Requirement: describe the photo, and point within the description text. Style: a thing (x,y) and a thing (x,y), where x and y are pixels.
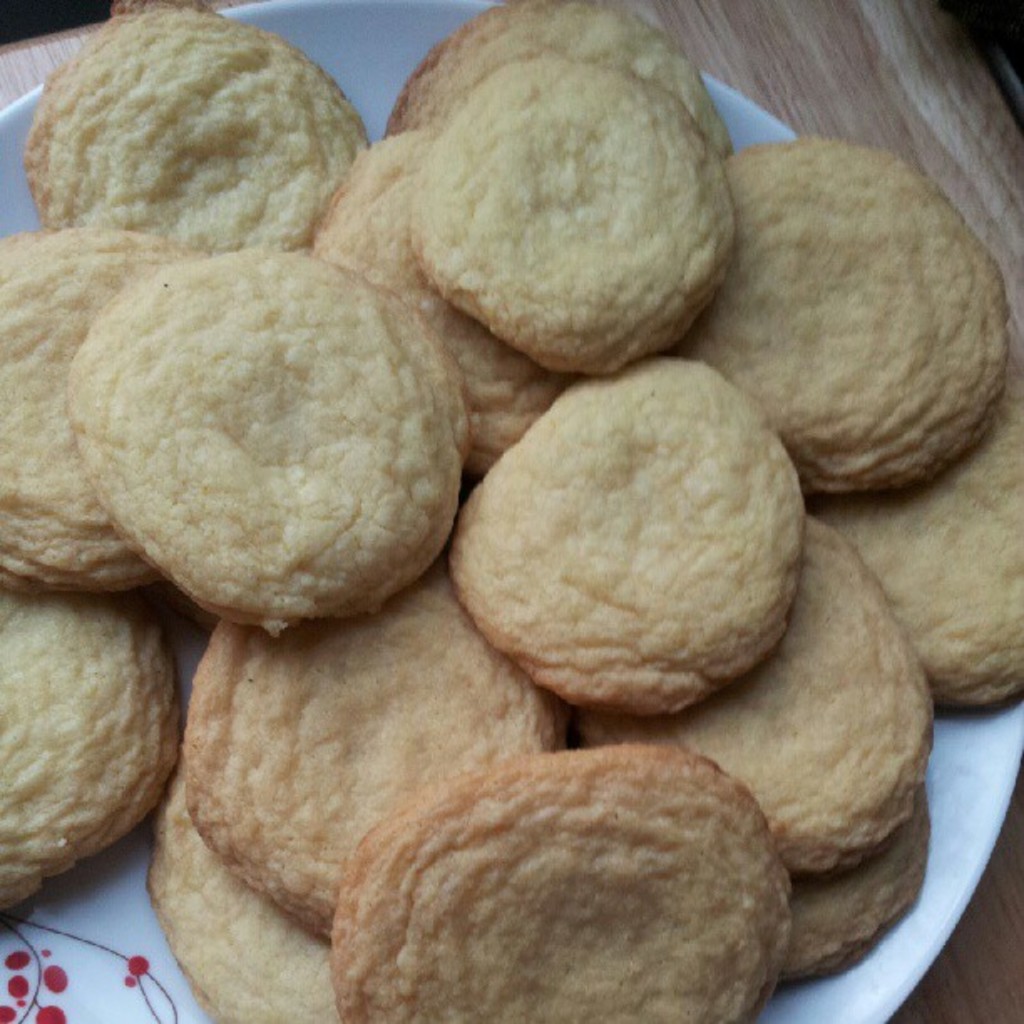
This image consists of cookies (470,669) kept on a plate (917,971). The plate (867,971) is kept on a table (997,961).
